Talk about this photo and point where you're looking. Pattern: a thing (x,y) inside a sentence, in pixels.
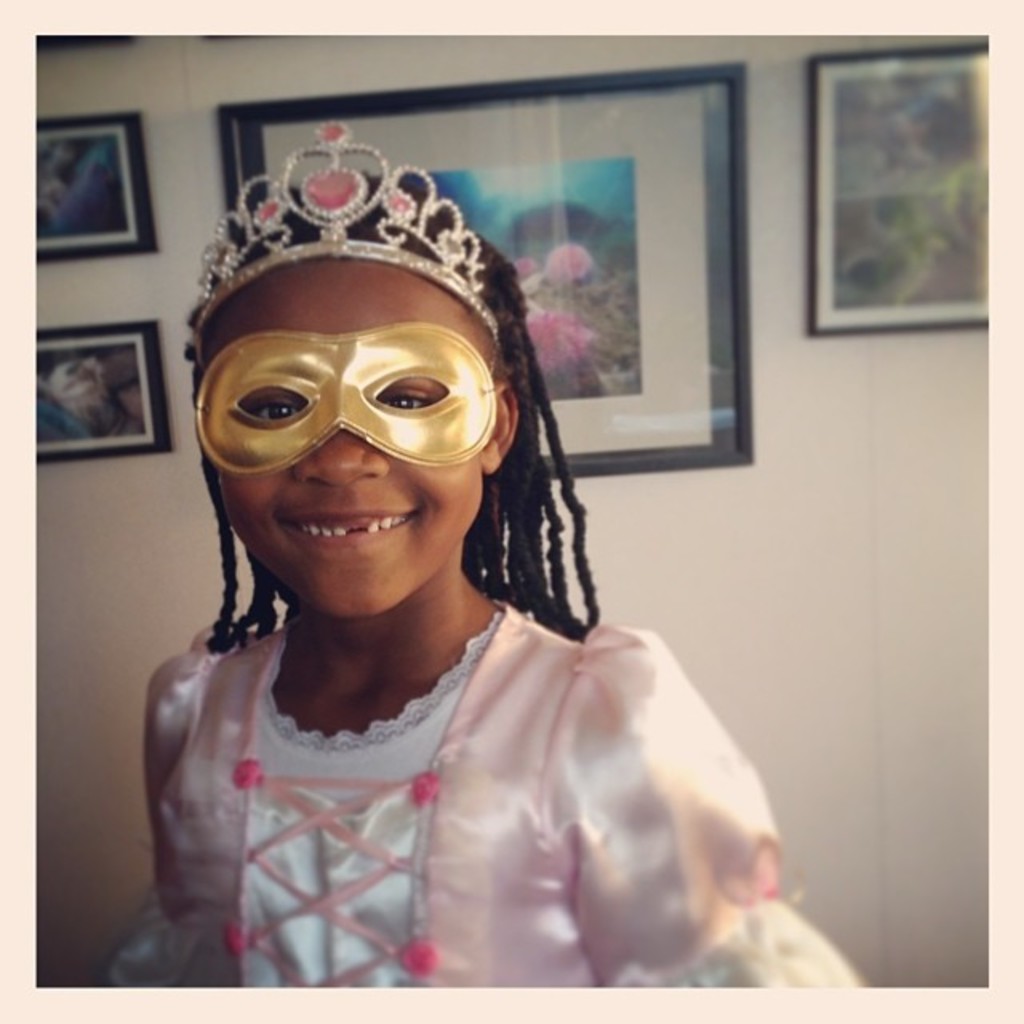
This is an edited image. I can see a girl (602,754) with a crown (300,256), is standing and smiling. She wore a party eye mask (430,417) and a dress (478,757). In the background (124,396), there are photo frames (89,176) attached to the wall (790,110).
